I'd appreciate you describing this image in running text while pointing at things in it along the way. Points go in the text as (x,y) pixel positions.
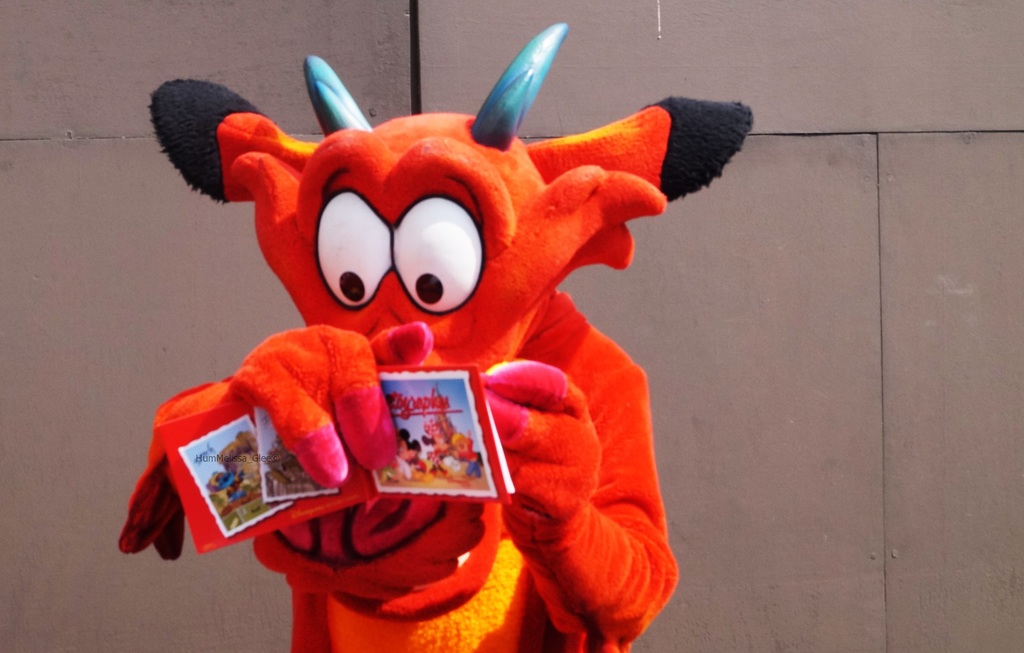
In this picture we can see a person (438,255) wore costumes (556,471), in the background (827,286) we can find a wall (893,262).
